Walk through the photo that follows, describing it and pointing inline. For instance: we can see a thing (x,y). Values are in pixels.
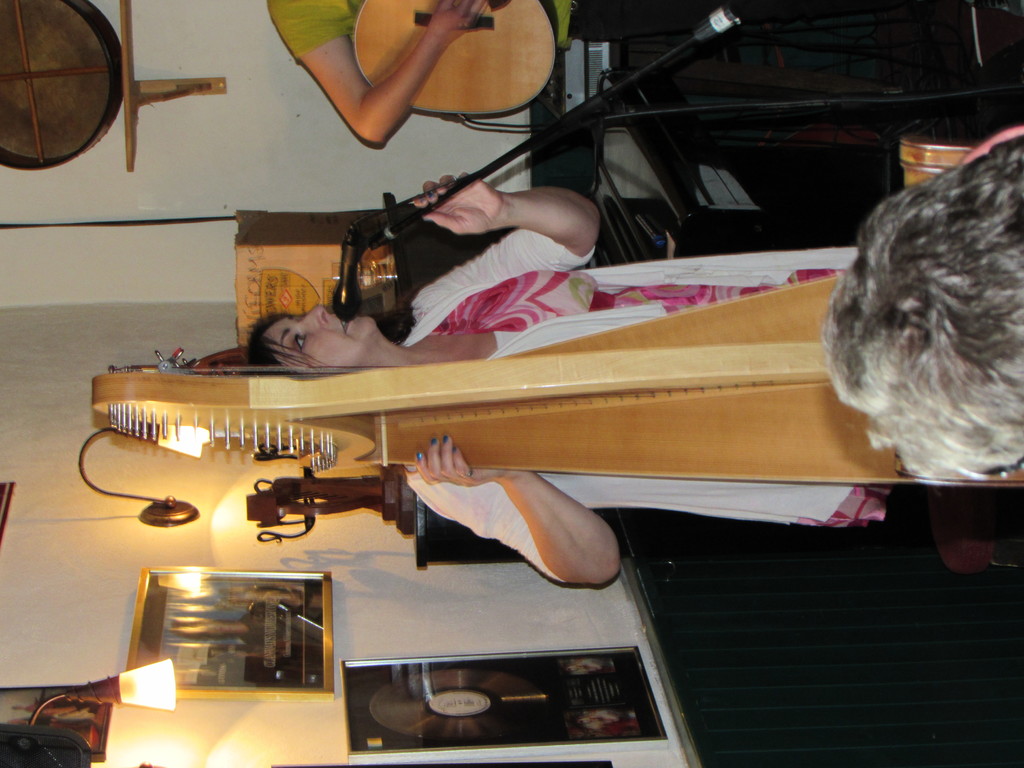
In this image in the center (559,380) there is one woman (596,218) standing and she is holding something. In front of her there is one mike (355,281), and it seems that she is singing and in the background (317,65) there is another person (369,118) who is holding a guitar (482,91). And on the right side (968,368) there is one person's head (930,293) is visible, and in the background (142,573) there are some photo frames (588,705) on the wall (194,259) and a box (256,216), table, light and some other objects (21,71).
